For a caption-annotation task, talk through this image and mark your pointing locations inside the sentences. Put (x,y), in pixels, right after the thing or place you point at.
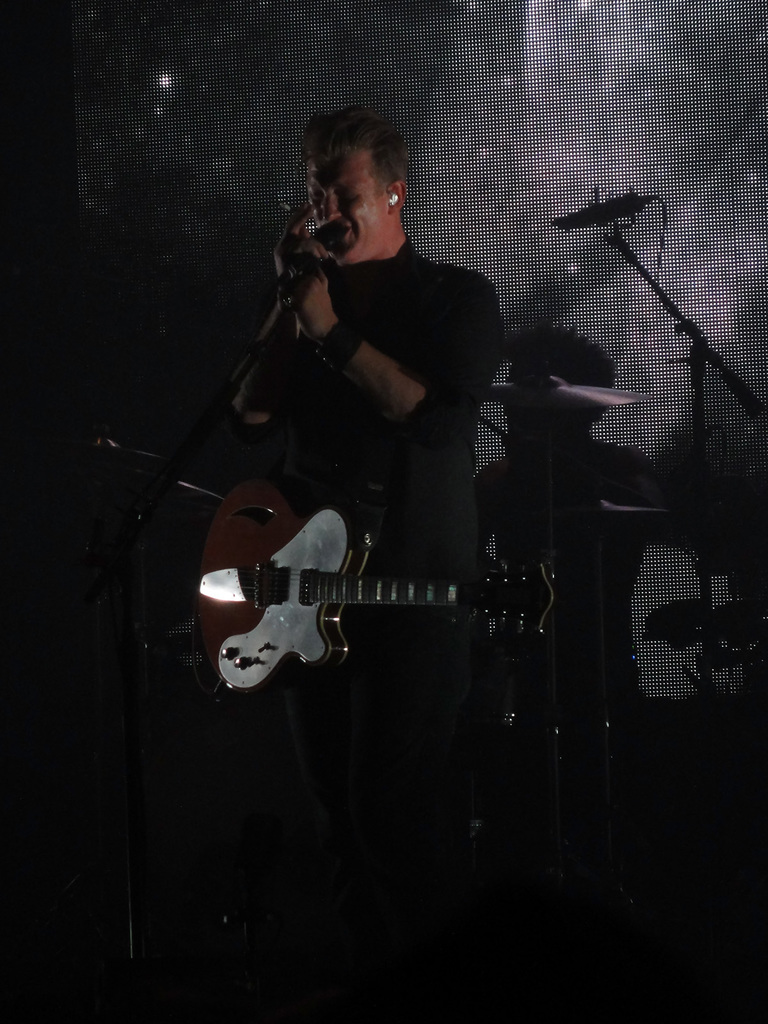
In the picture there is man (465,488) standing and singing holding the microphone (335,242). He is also wearing a guitar (320,512) on him. He is dressed in black. Behind him there is screen (507,205) or wall (507,205) in front of which a drummer (560,364) and a microphone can be seen. There is also microphone stand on which the microphone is placed. Behind him there are some drums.
